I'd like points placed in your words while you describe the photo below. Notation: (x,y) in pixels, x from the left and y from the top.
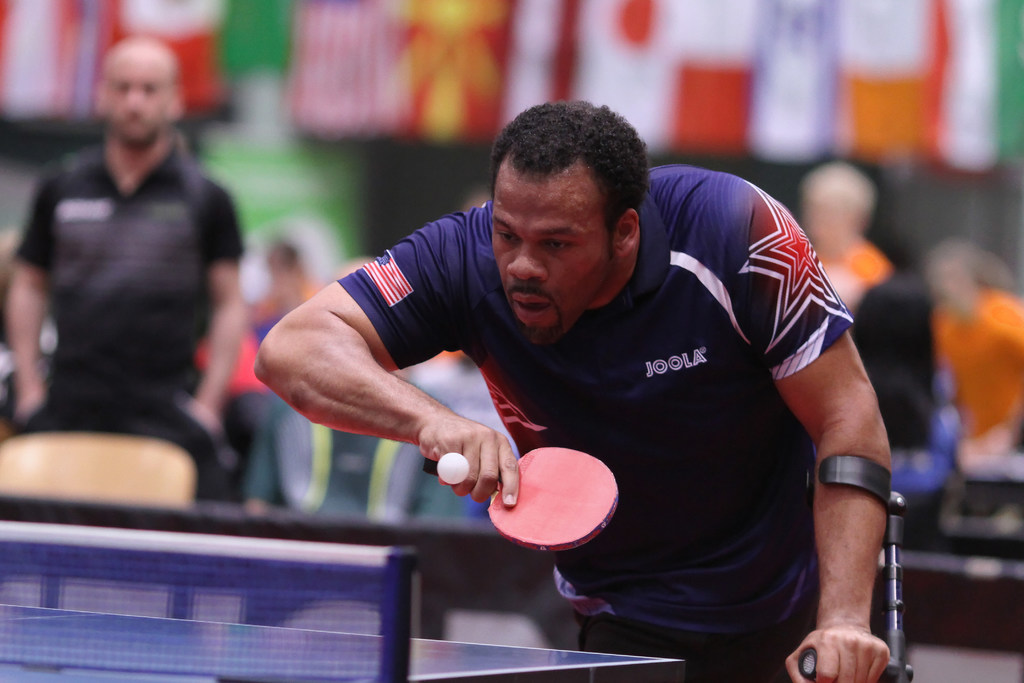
Here I can see a man (692,401) wearing a t-shirt (695,446) and playing table tennis. He is holding a walking stick (846,468) in his left hand (868,664). On the left side (149,209) there is another person (147,273) standing. In the background (1009,362), I can see some more people (967,373) and flags (815,74). The background (383,41) is blurred.
